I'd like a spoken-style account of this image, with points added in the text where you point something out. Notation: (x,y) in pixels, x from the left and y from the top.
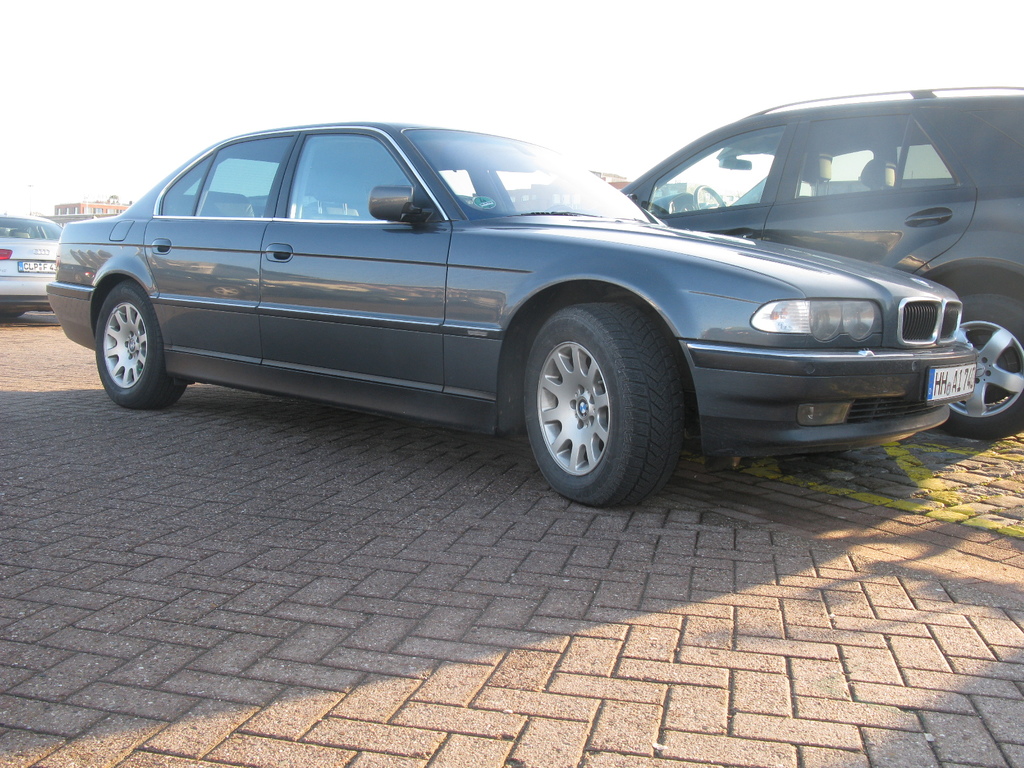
In this picture we can see few cars (742,315), in the background (102,209) we can find few buildings (625,179).
